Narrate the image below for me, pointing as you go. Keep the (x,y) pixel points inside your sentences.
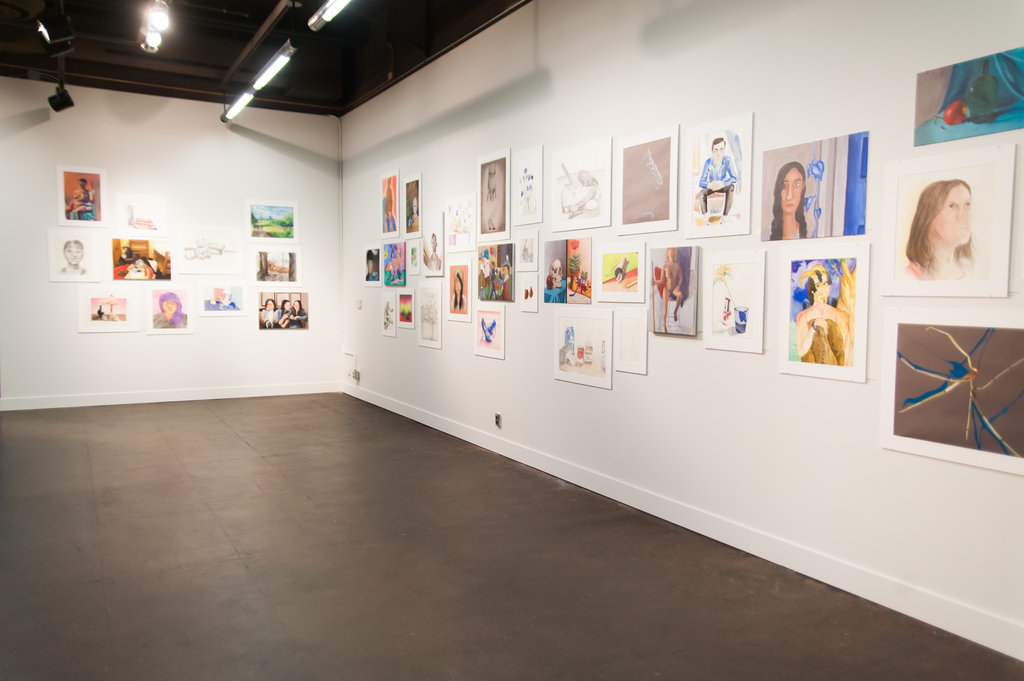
In this image we can see wall hangings (422,313) attached to the walls (252,245) and electric lights (268,62).
